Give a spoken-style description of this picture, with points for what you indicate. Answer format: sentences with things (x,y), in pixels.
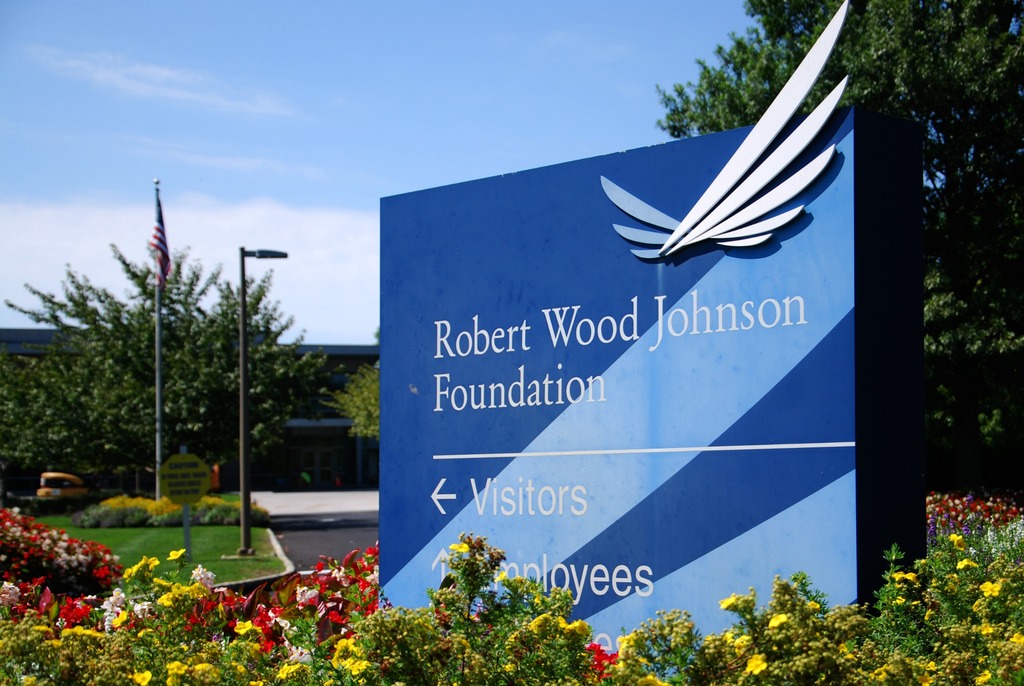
In the center of the image (509,358) a board (436,388) is there. On the left side of the image (192,487) we can see board (198,501), flag (165,237), pole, electric light pole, car (54,477). In the background of the image (42,472) we can see building (323,412), trees (360,385). At the bottom of the image (366,635) we can see flowers (269,636), plants (343,616). In the middle of the image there is a road (348,522). At the top of the image (364,118) clouds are present in the sky (351,119).
